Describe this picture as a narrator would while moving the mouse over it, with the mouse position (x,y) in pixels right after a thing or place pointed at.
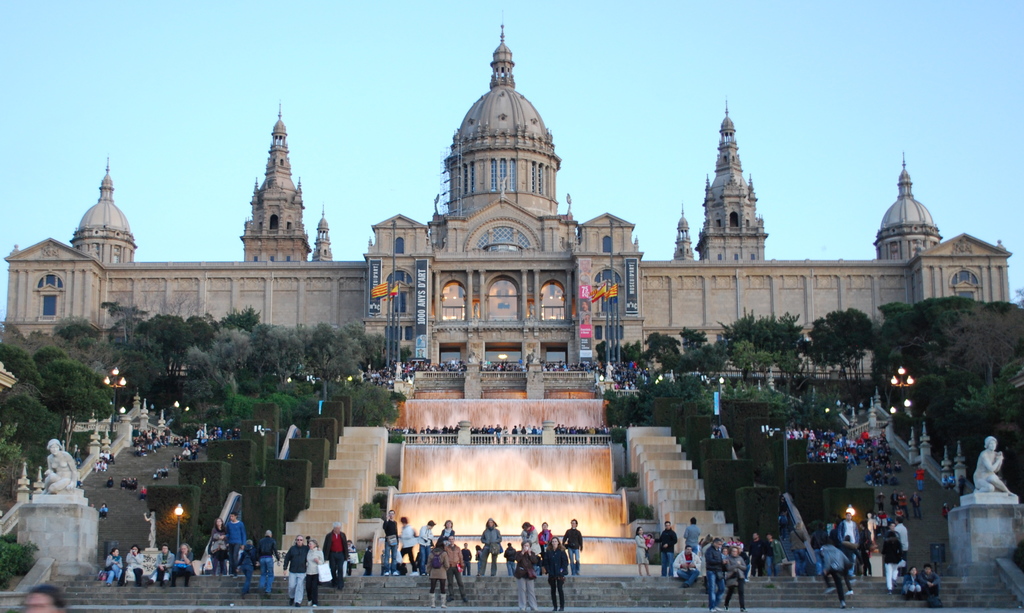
In this image, I can see a building (494,313) with windows (448,301), poles (399,352) and boards (635,277). In front of the building (494,332), there are groups of people (522,562), trees (106,370), hedges (236,453), stairs (118,514), flags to the poles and light poles (902,378). At the bottom left (91,535) and right side of the image (995,503), I can see the statues (991,461) on the pillars (963,525). In the background (574,70), there is the sky (574,70).
